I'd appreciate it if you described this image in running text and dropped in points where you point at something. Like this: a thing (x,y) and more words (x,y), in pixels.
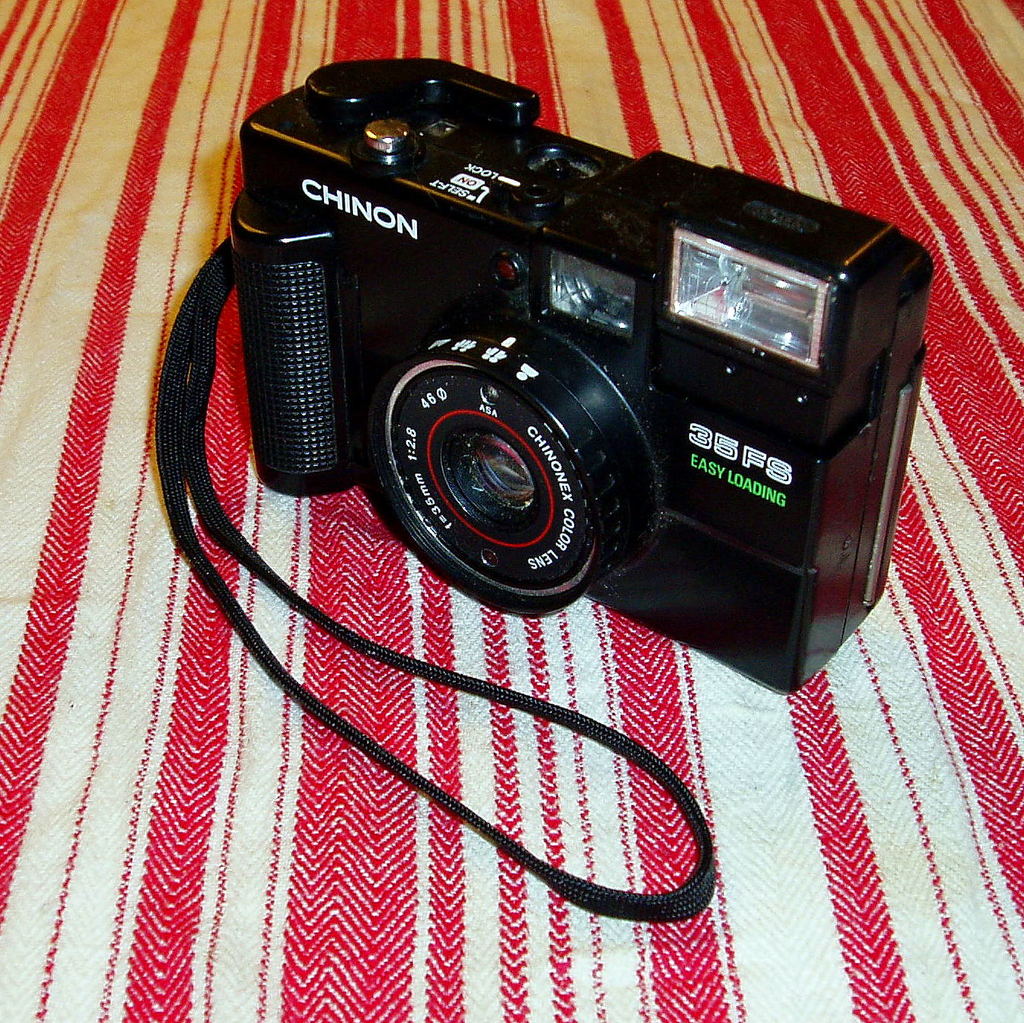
In this picture we can see a black color, film camera (668,497) in the front (348,356), at the bottom (127,817) there is cloth (178,824), we can see flash light (746,332) of this camera (747,301).
